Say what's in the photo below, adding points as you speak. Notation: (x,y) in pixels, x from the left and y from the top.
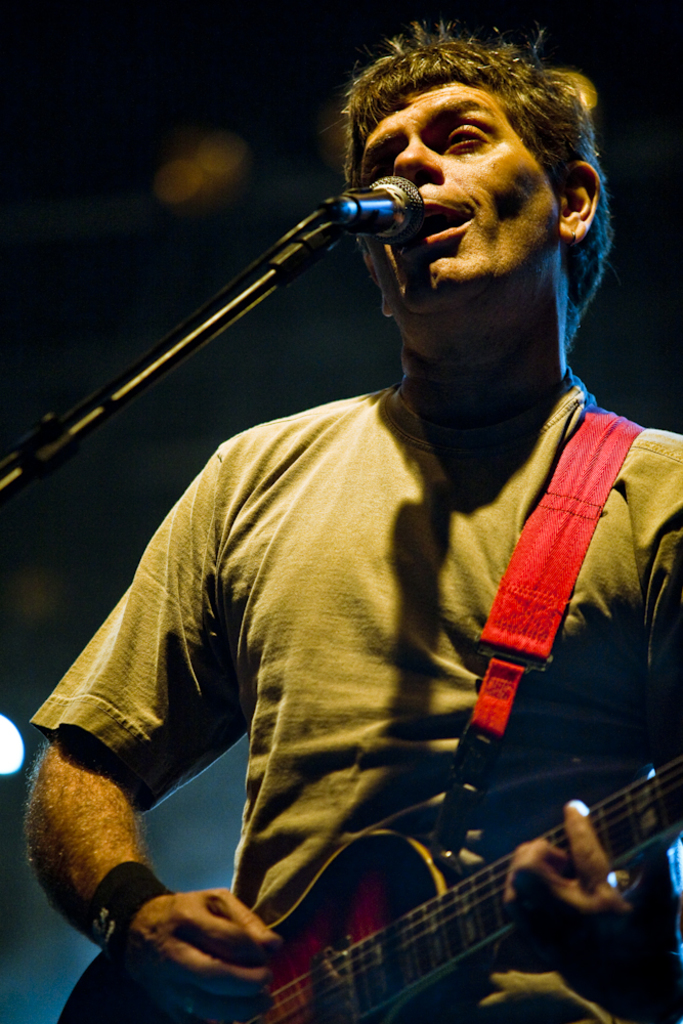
This Image is clicked in a musical concert. Here a man (392,440) is singing something. There is a mic (385,205) in front of him. He is also playing guitar (485,875). He is wearing grey color shirt (319,657).
